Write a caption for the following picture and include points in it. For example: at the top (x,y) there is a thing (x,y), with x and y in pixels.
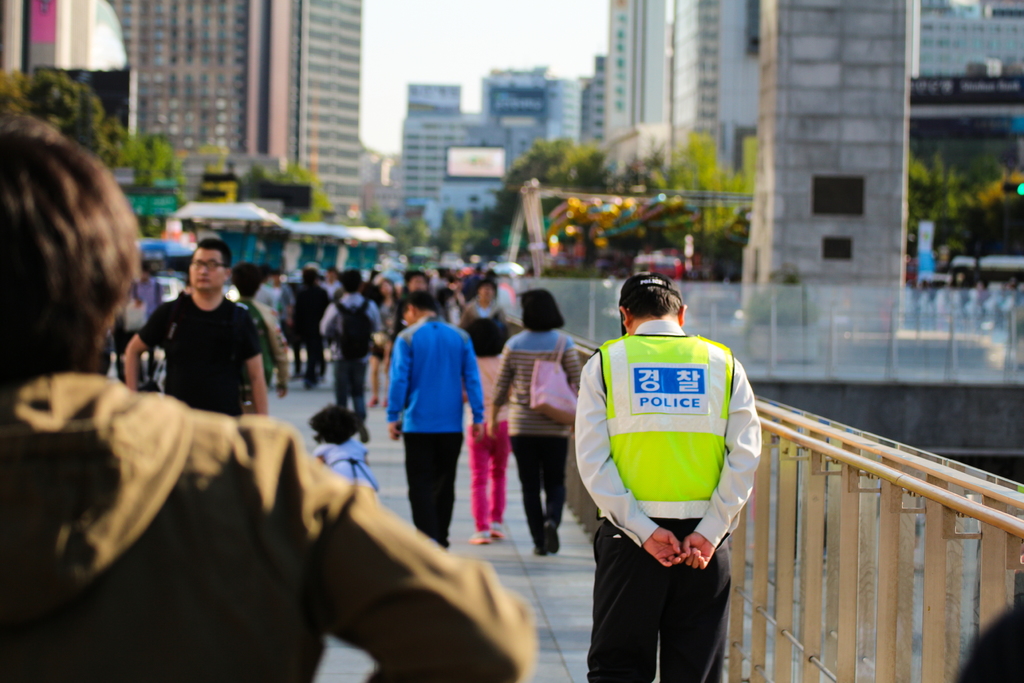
In this image we can see group of persons (473,287) standing on the ground (540,579). One person (721,419) wearing police coat (659,442) and a cap (641,287) is standing beside a metal railing (737,570). One woman (523,353) is carrying a bag (561,401). In the foreground (428,573) we can see a person (134,524) wearing a brown coat (244,592). In the background (1003,123), we can see a group of trees (722,218), buildings (665,77) and sky (410,18).
